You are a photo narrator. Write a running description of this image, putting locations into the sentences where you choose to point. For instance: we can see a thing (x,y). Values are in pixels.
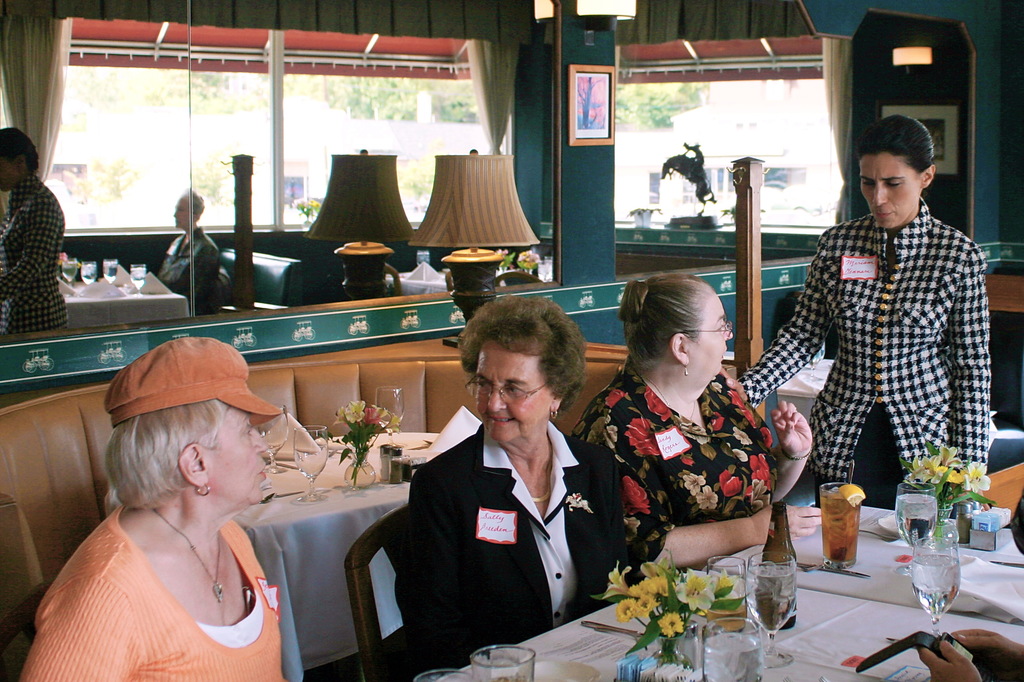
This is a restaurant (591,161). Here we can see photo frames (933,139). This is a light (915,59). We can see few persons (784,478) sitting on chairs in front of a table (835,583) and on the table (863,554) we can see water glasses (443,679), tissue papers (119,274), flower vase (944,508), bottles (788,581), juice (823,526) in a glass (823,526). We can see two persons (881,249) standing in a picture. These are lights (449,204). Through window glass (392,128) we can see trees (622,114).
